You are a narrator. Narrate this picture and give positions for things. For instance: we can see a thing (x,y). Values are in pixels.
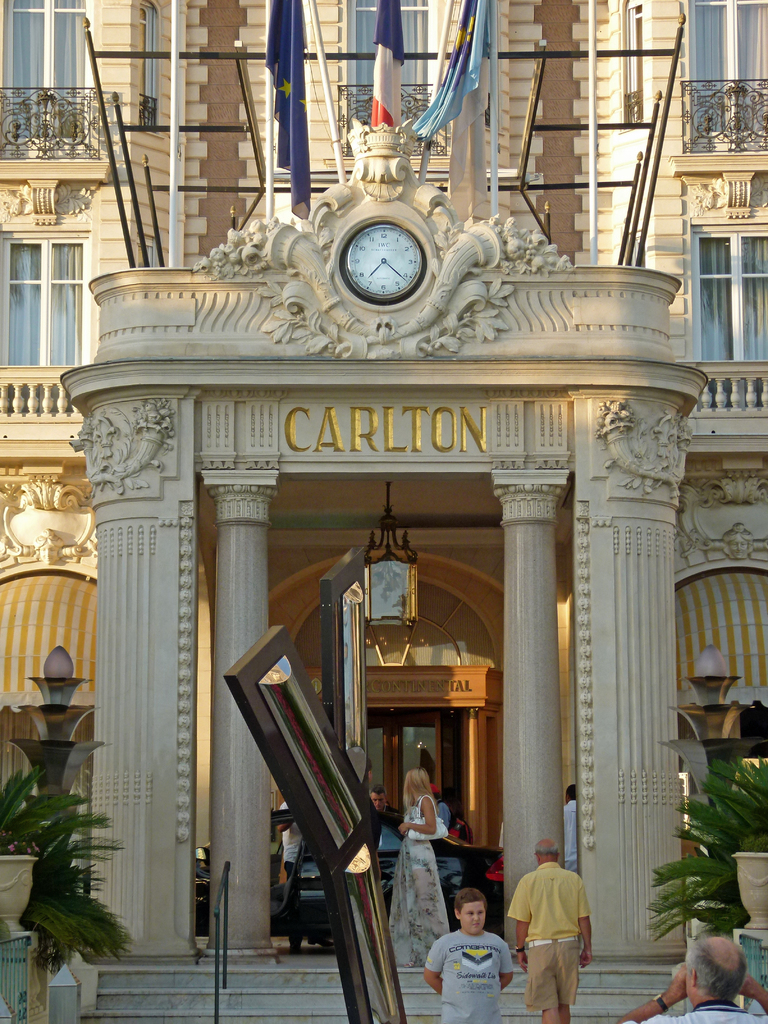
In this image I can see the group of people (463,924) with different color dresses (535,923). On both sides of these people (535,896) I can see the plants (35,931) and the lights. In the background (391,543) I can see the building (314,502) with windows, flags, railing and the clock (344,278).
